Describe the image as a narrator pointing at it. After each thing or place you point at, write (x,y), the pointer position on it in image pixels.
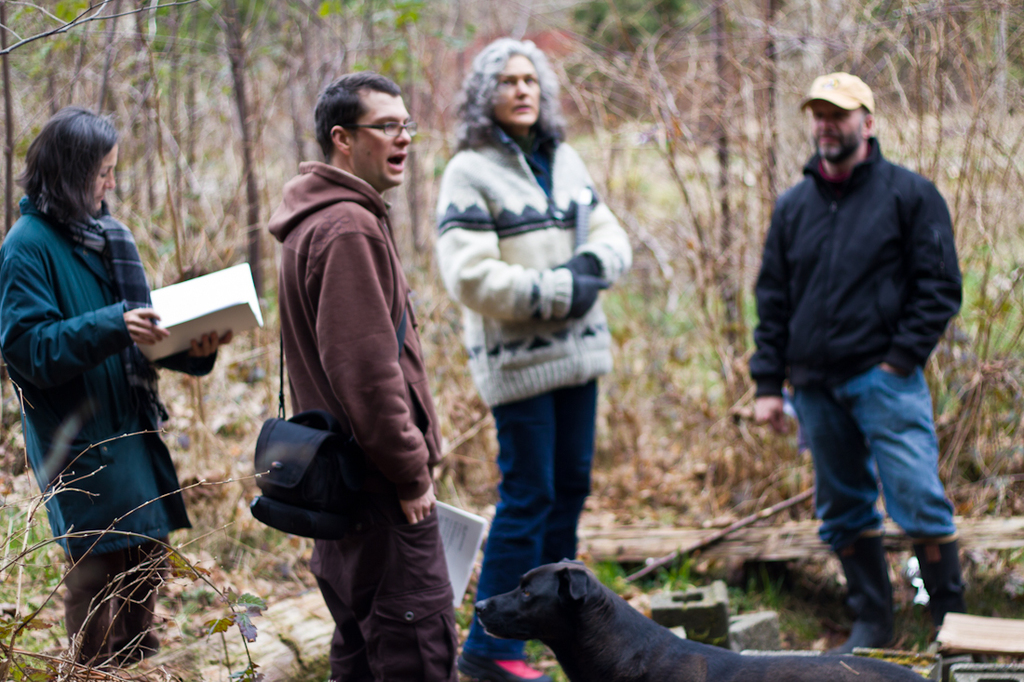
In this image in the front (390,300) there are persons (414,317) standing. On the left side (102,348) there is a woman (102,352) standing and holding a book (222,329). In the front (593,605) there is a dog (656,643) which is black in colour. In the background (697,133) there are dry trees (443,86) and there are dry leaves (674,490) on the ground (202,515).
